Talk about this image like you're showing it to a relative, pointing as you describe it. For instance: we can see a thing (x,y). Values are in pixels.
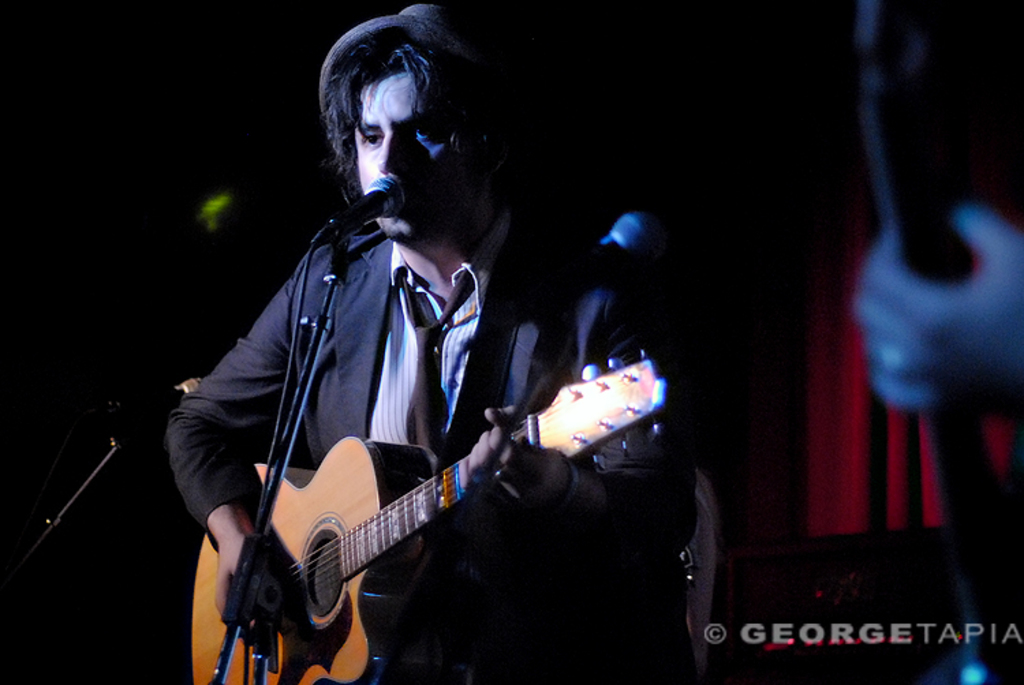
In the middle of the image (624,364) a man (381,370) is playing guitar (341,553) and singing on the microphone (351,216). Bottom right side of the image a person (897,337) is holding something in hands (883,346).
